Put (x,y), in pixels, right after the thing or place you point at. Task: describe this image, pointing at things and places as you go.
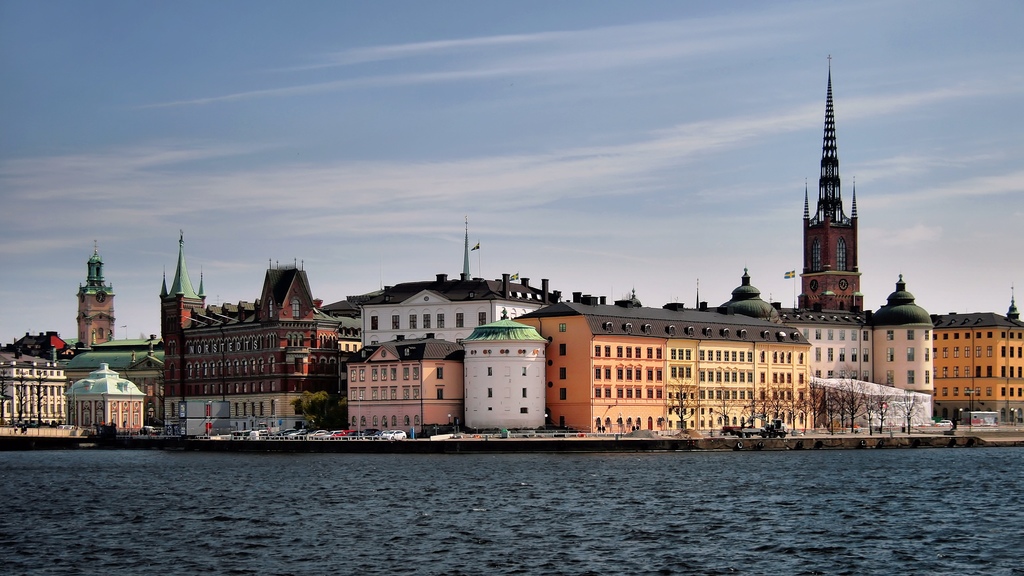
In the foreground of the image (376,531) we can see water body (183,463). In the middle of the image (499,342) we can see building (424,369), cars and the road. On the top of the image (450,126) we can see the sky (293,205).
